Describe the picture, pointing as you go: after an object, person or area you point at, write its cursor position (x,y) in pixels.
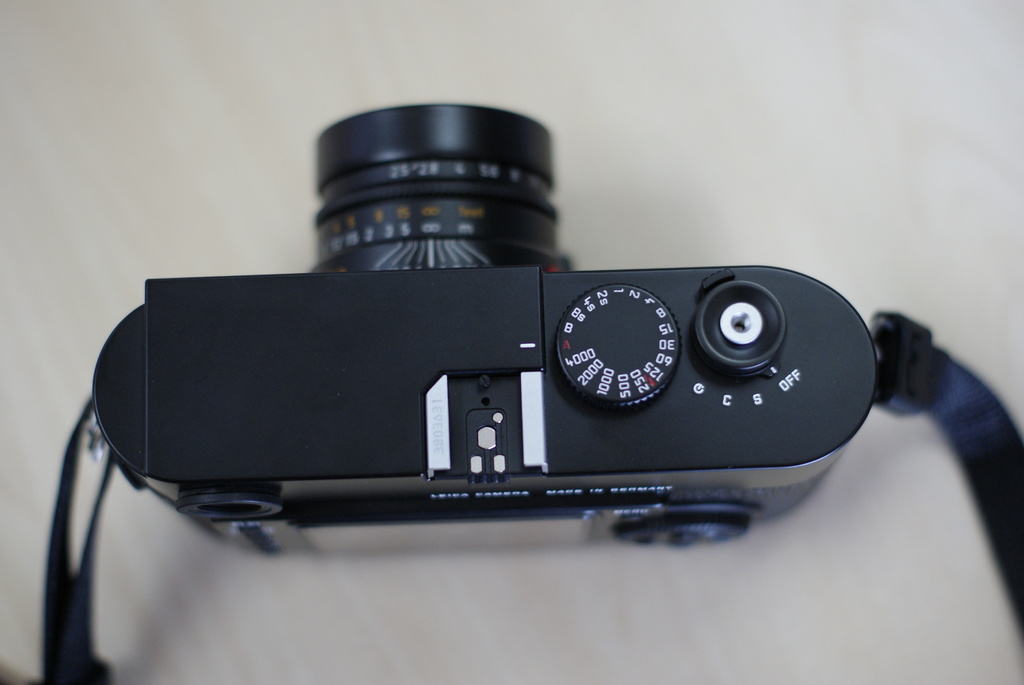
In this image we can see a camera (434,432). In the background of the image (234,99) there is a white background (476,31).
